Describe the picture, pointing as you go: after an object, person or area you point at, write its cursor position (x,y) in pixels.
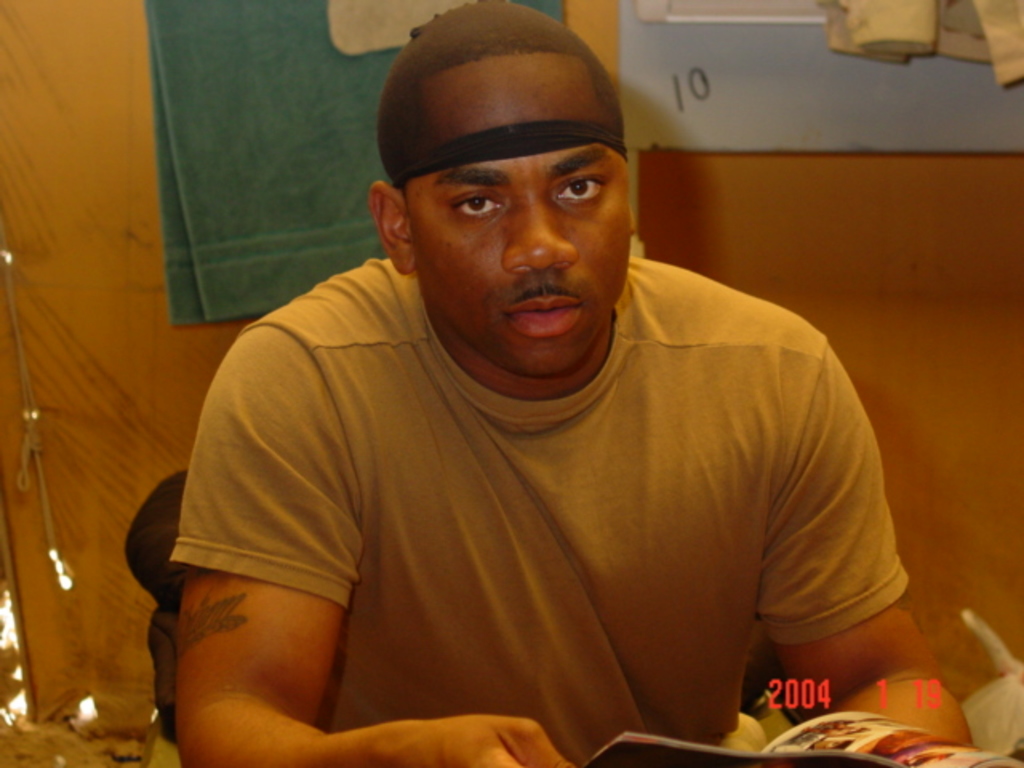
In this picture we can see a man (517,613) sitting and holding a book (798,733), he wore a t-shirt (673,689), in the background (951,426) there is a wall (916,322), we can see a board (817,109) here, there is a towel (287,50) here.
